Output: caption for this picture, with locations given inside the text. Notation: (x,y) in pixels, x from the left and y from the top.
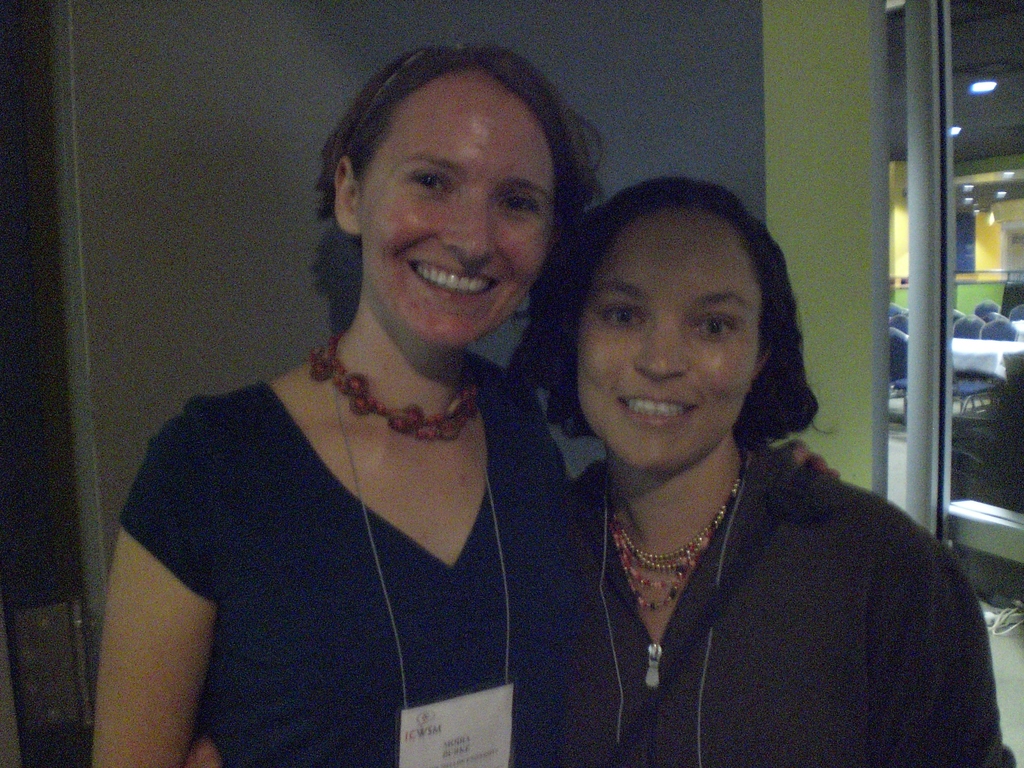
In the foreground of the picture (508,641) there are two woman (610,535) smiling, behind them it is wall (742,143). On the right (933,404) there is a door (918,372). In the background (980,313) towards right (978,337) there are chairs (983,322), desk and other objects (958,279). At the top (975,105) towards right (974,149) there are lights (989,83) and ceiling (997,126).
